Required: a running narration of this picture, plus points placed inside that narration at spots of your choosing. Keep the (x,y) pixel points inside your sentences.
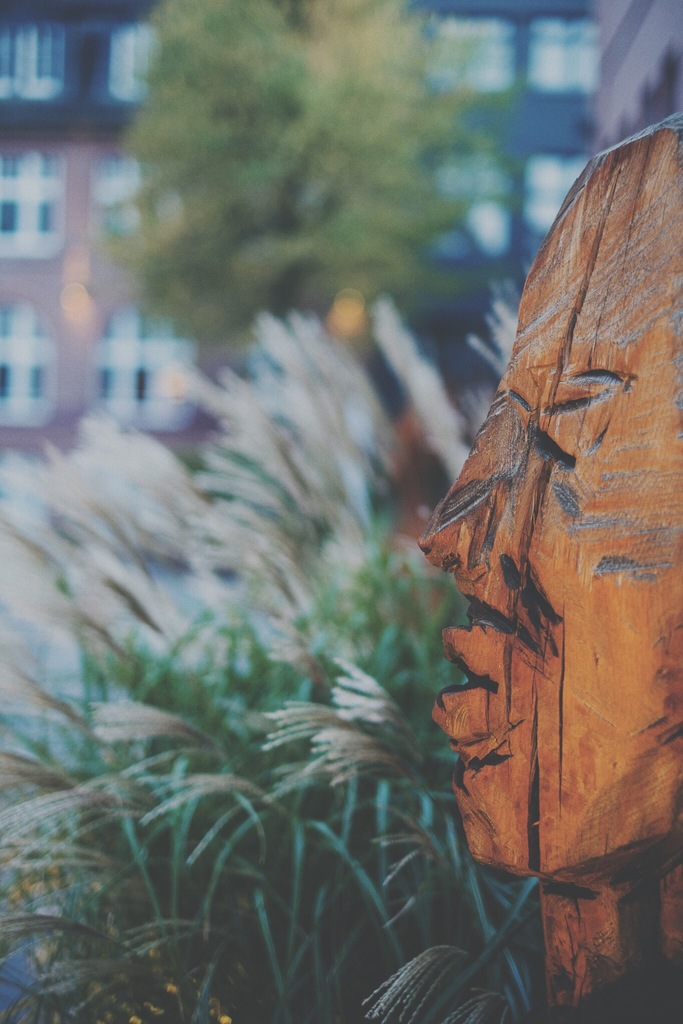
In this image there is a wooden piece (601,450) which is carved into the face (506,547). In the background (60,81) there is a building (78,121). In front of the building (92,32) there is a tree (312,200). On the left side (199,545) there are small plants (236,672) with the white leaves (272,479).
